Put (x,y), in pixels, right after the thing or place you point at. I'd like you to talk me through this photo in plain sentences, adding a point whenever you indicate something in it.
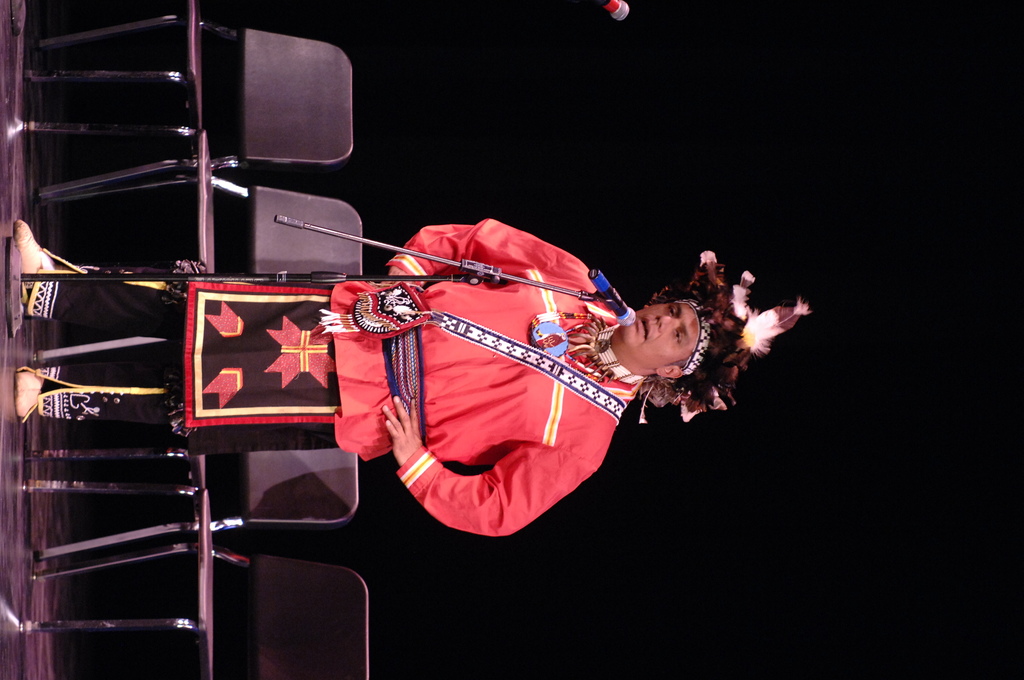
In this image we can see a man (560,474) standing on the stage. We can also see a mic (629,324) with a stand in front of him and some chairs (348,585) on the floor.
